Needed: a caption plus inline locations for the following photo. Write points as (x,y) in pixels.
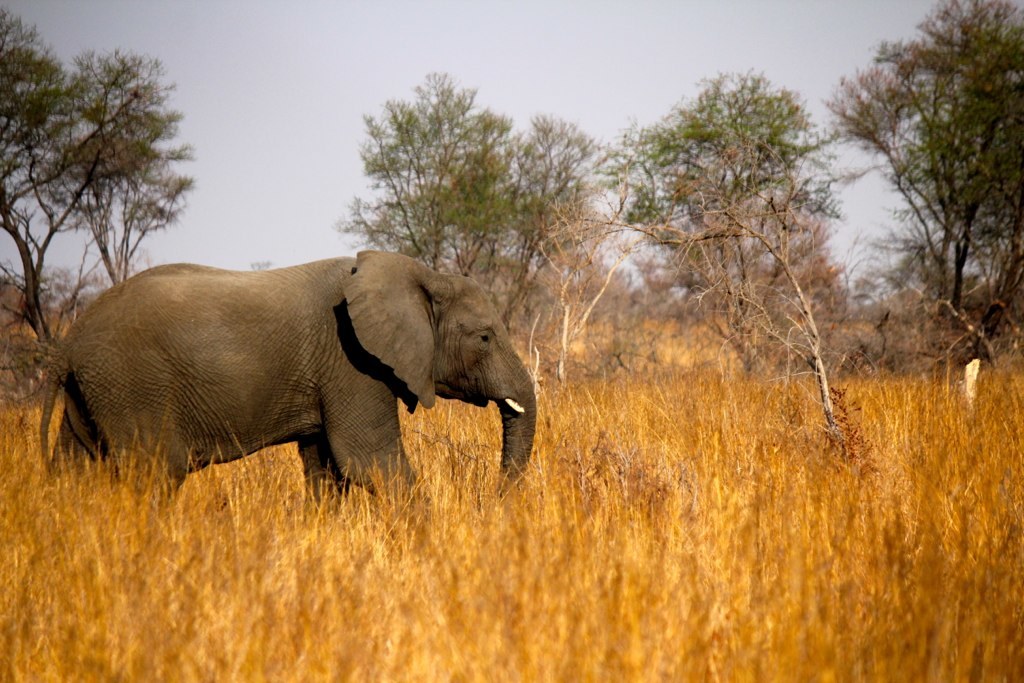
In this image I can see an elephant (394,290) in ground (111,590) full of grass (73,529). In the background (68,311) I can see number of trees (560,129) and sky (292,81).
